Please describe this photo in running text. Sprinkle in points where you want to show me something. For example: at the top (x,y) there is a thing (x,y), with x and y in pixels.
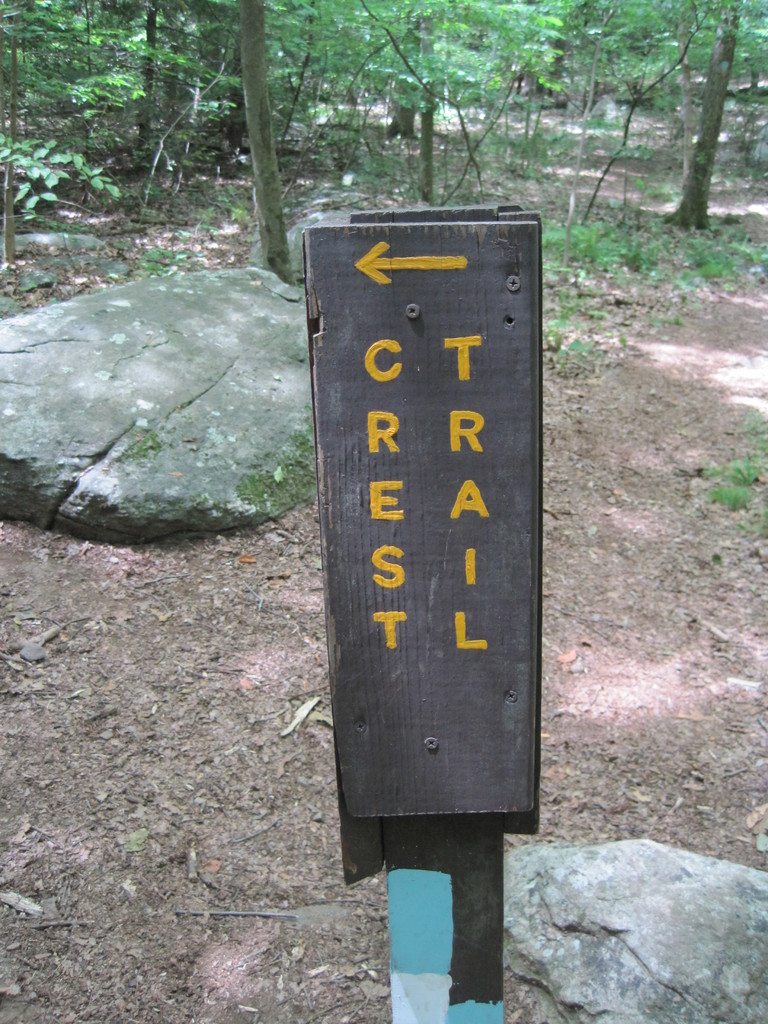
In this image there is a board (459,660) in the middle (471,660). On the board (436,540) there is some text (387,379). In the background (203,343) there is ground (126,565) on which there are stones (126,403) and trees (463,104). There is a stone (571,935) beside the board (428,807).
